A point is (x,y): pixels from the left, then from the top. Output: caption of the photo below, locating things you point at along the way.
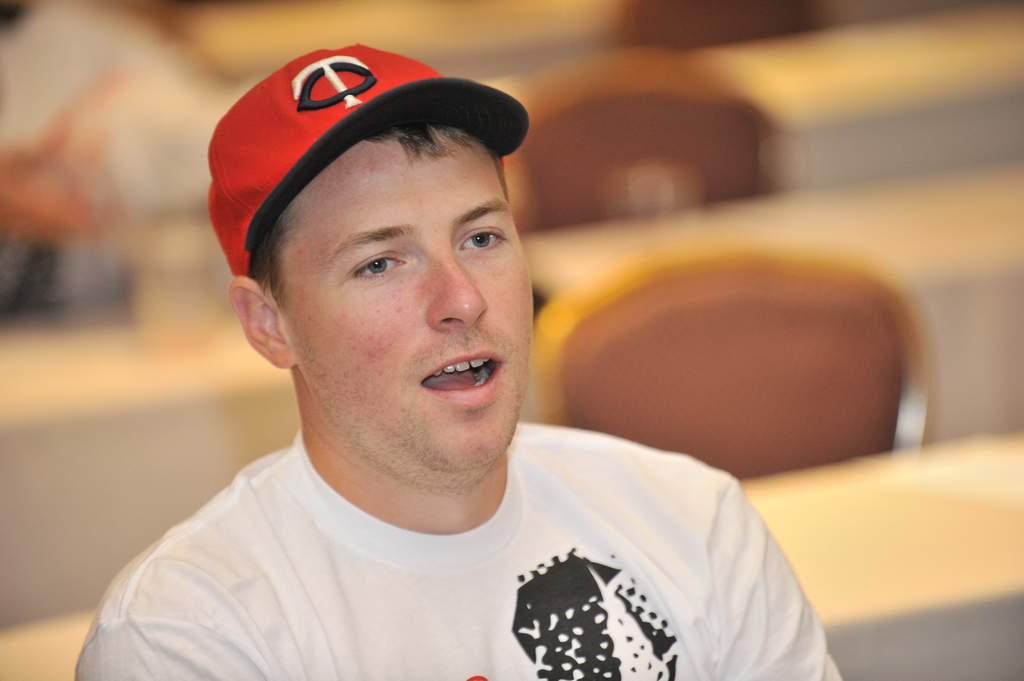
In this image we can see a man (449,441) wearing a cap (286,106). In the background (748,221) there are tables (686,221) and chairs (706,318).
